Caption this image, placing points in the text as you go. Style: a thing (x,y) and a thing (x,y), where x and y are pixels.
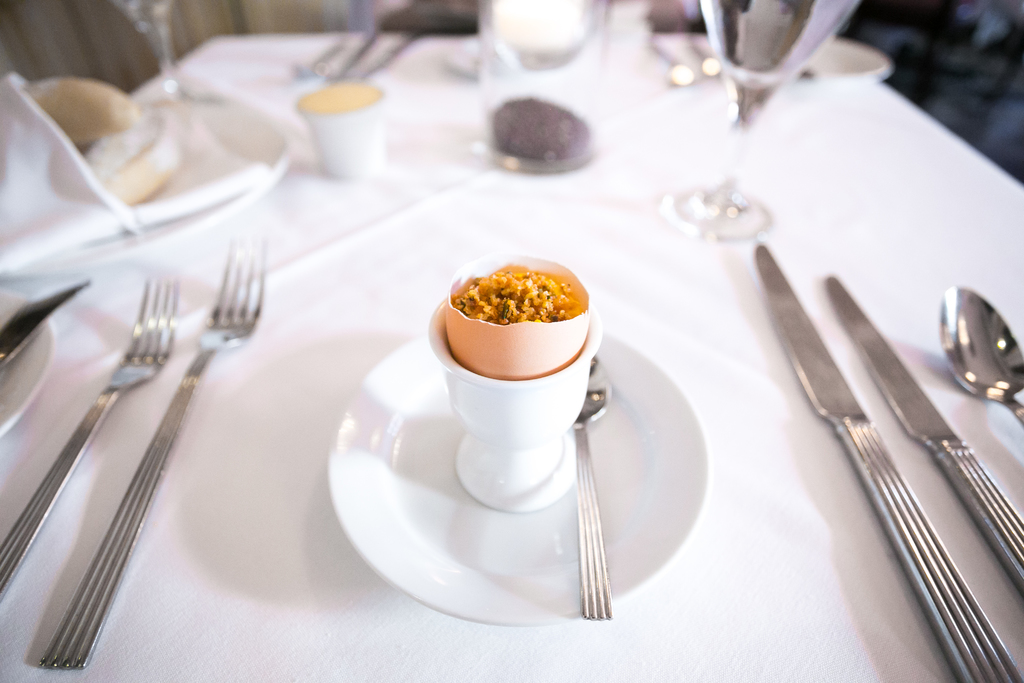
In this image i can see a table (694,266) on which there are few plates (358,501), few forks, few spoons (1014,380), few knives (783,306), few cups (471,387) and food items (344,103).
